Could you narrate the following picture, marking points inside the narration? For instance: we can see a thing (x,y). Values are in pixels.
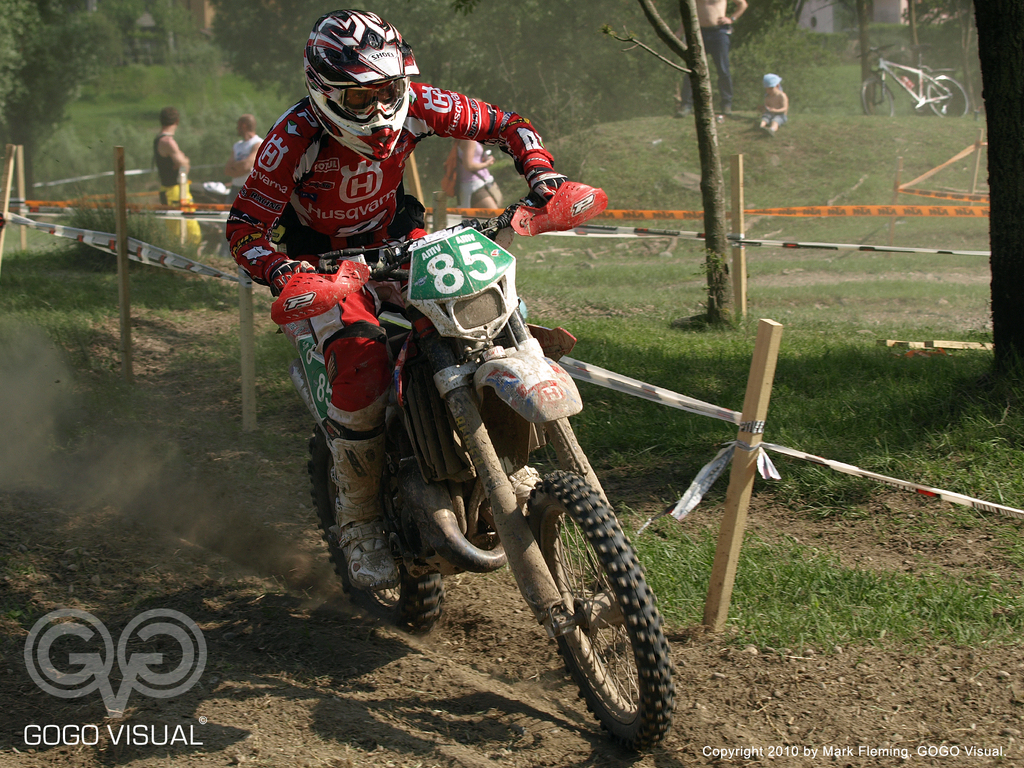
In the picture there is a man (383,392) riding a bike (490,566) on the land (307,587), there are many ribbons (616,389) attached to the wooden poles (20,159) around the land (236,320) and in between there are some trees (714,121) and the trees (1002,86) there is some land (860,367) covered with grass (687,198) behind the man (271,182) there are some other people (244,161).
